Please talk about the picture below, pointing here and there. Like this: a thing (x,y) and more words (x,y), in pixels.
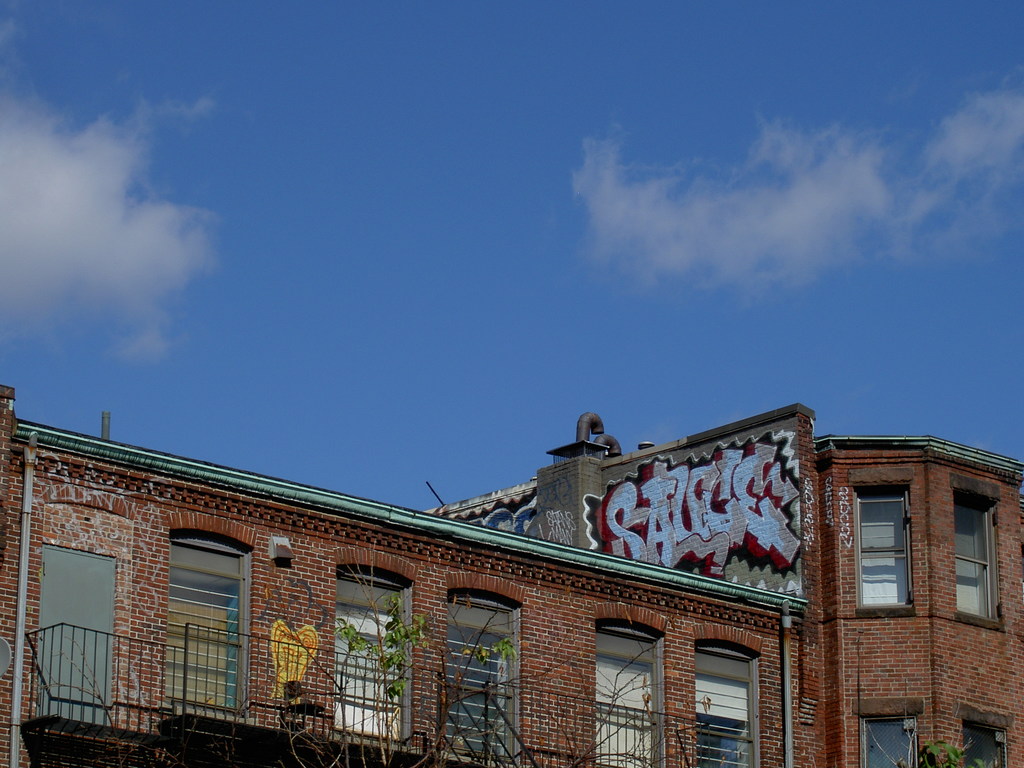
We can see trees (372,606), building (674,747), windows (359,607) and graffiti (621,489) on a wall (755,526). In the background (471,278) we can see sky (599,201) with clouds (849,210).
